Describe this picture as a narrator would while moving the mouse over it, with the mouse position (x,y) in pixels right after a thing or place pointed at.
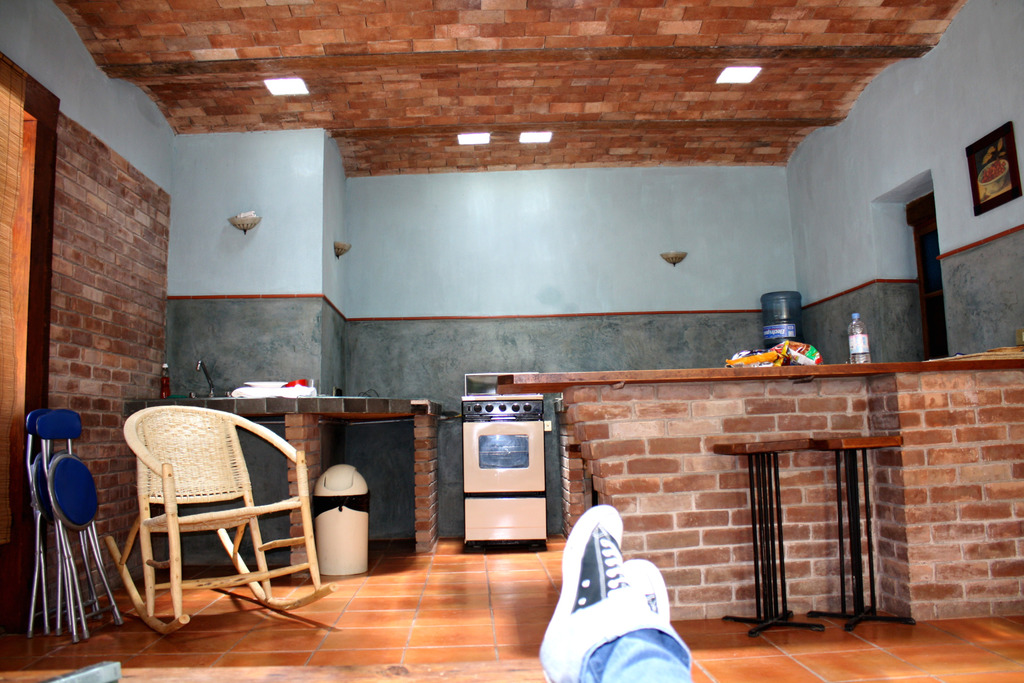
This picture describes about interior of the room (241,409), in this we can see couple of chairs (60,509), dust bin (321,530), oven (515,481), bottles (781,306) and a person (600,614).
